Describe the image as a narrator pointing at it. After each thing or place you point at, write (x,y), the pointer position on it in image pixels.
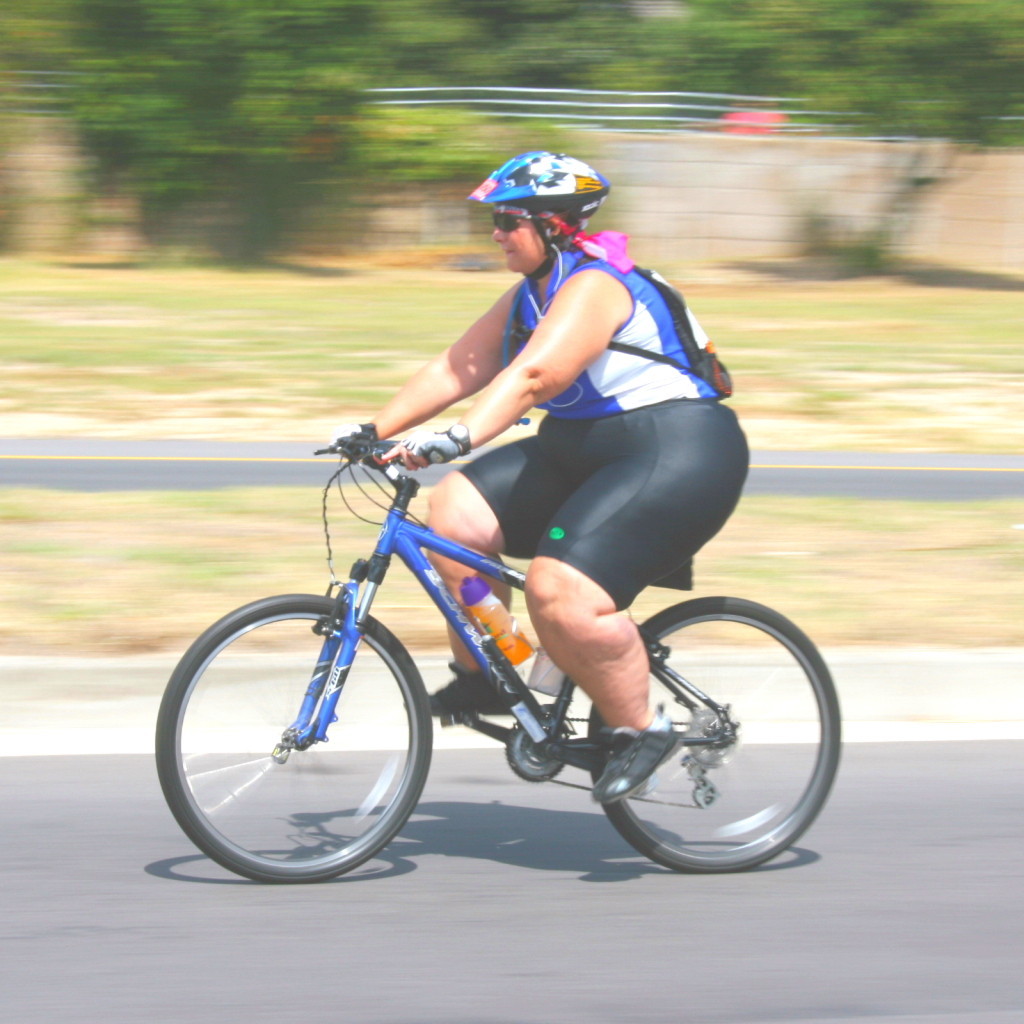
In this Image I see a person (599,524) who is wearing a helmet (573,193) and is on the cycle (538,764) and I can also see that there is a bottle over here. In the background (1015,575) I see the grass (970,624), road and the trees (13,82).
